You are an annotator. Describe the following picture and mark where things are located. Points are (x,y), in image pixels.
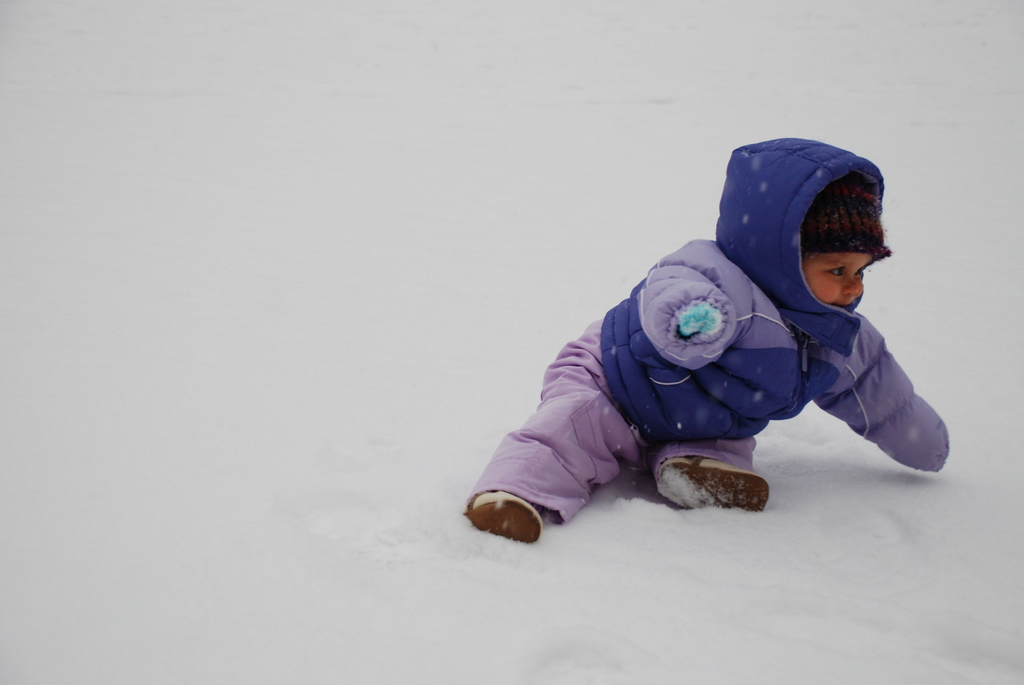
There is a baby (755,362) in a coat (717,343) which is in violet and gray color combination sitting on a snow surface (417,415) of a ground (358,280). And the background (944,59) is white in color.
